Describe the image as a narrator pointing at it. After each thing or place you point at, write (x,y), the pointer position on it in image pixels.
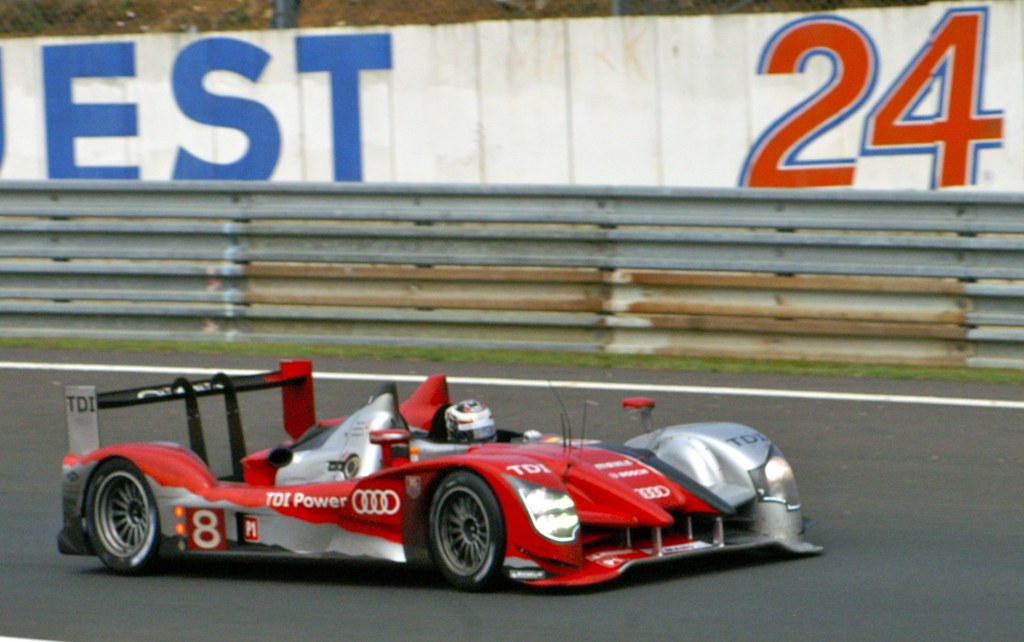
In this picture there is a person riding a car (422,449) on the road (419,629) and wore helmet (486,433). We can see hoarding (470,52), fence (488,186) and grass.
